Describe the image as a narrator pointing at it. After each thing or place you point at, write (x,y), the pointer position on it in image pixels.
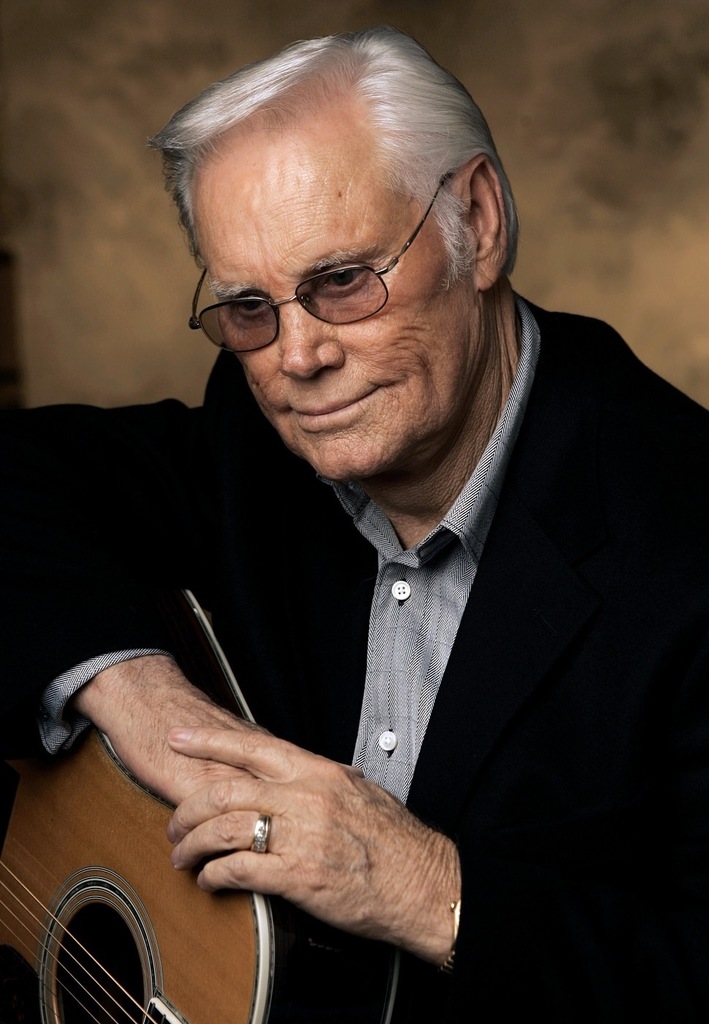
In this image we have a man (547,992) sitting and holding a guitar (19,934) in his hand (340,863).
